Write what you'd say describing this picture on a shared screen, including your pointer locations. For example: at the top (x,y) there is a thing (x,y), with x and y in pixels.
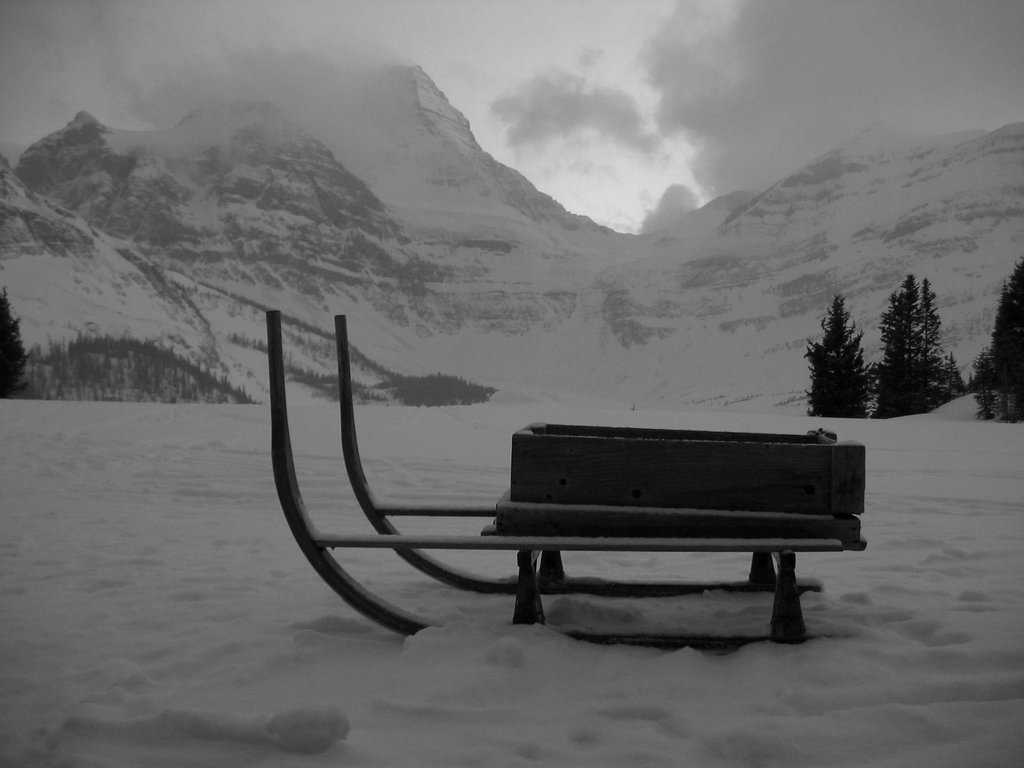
In this picture we can observe a sledge (418,515) on the snow (512,638). There are some trees (815,382). In the background (376,207) we can observe mountains (426,190) and a sky (606,86) with some clouds (738,66). This is a black and white image.
